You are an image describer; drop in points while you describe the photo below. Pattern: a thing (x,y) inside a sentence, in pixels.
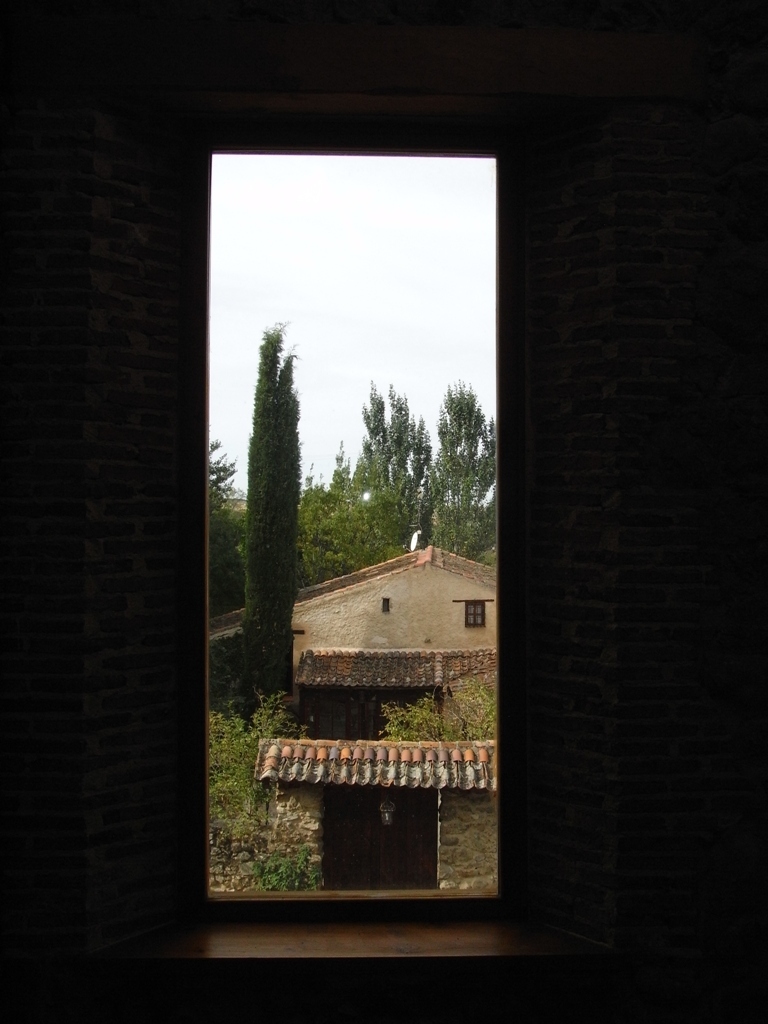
On the right (593,539) and left side of the image (126,456) I can see the wall (68,821). In the background (390,744) there is a house (319,646) and trees (276,535) and on the top (340,234) I can see the sky (382,229).
